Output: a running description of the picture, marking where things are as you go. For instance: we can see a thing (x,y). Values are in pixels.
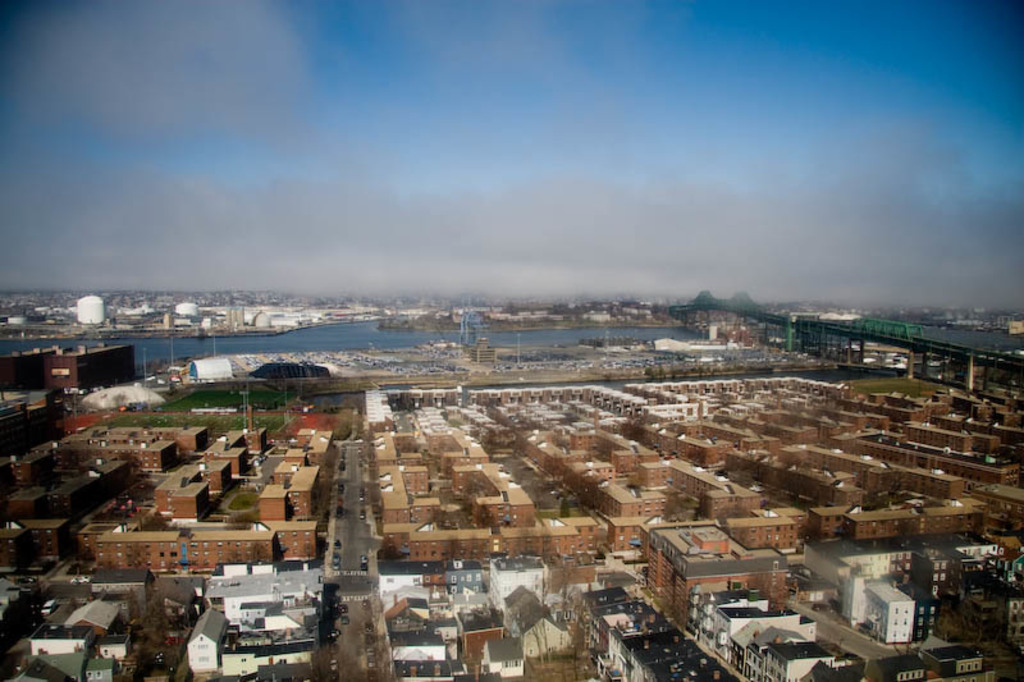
In this image there are some buildings (873,475) at bottom of this image (407,470) and there is a sky (496,198) at top of this image (374,161).
